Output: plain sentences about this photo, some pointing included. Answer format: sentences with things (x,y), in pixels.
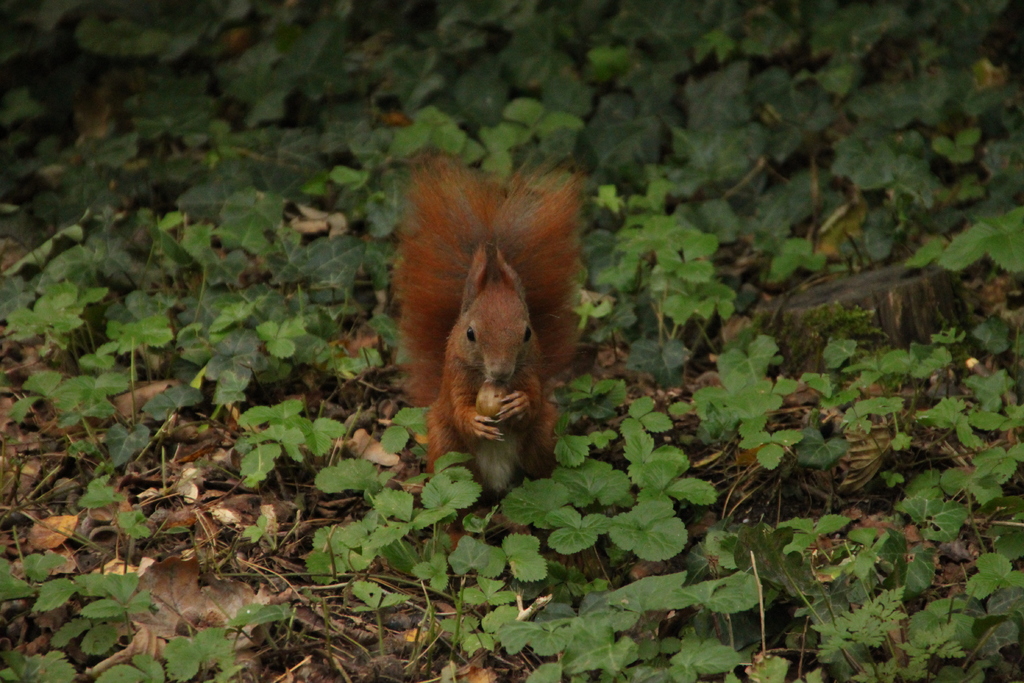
In this image I can see an animal (515,394) in black, brown and cream color and it is holding something. I can see few green plants (845,366), dry leaves (118,405) and few sticks (217,555).
